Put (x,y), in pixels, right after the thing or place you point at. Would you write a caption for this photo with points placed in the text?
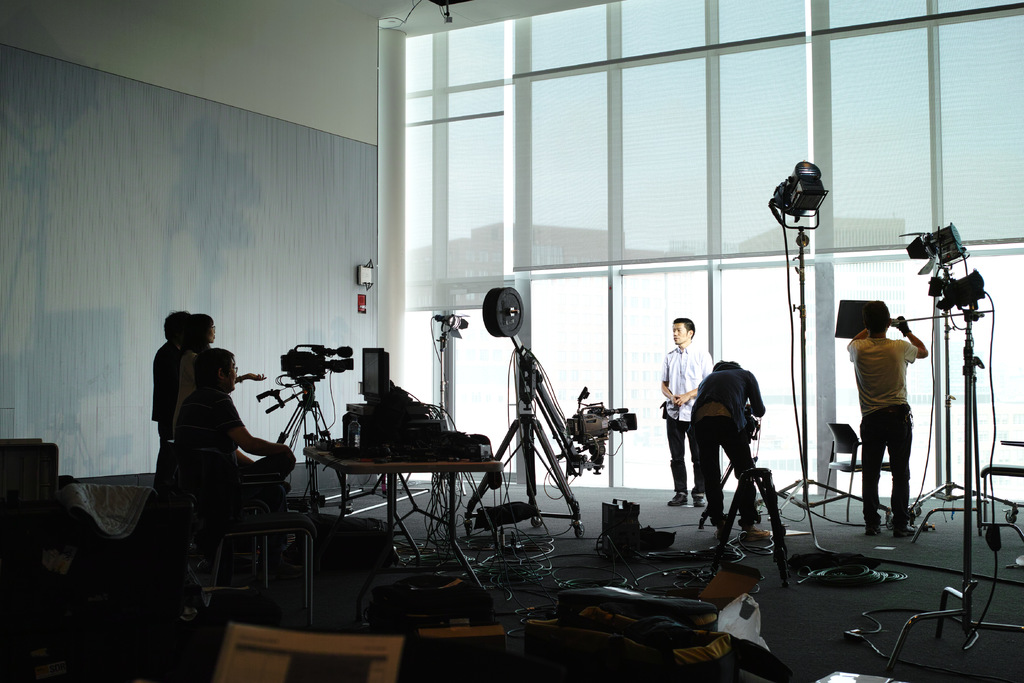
In this picture I can see few people (682,424) standing and I can see a man (247,438) seated and I can see a monitor (387,393) on the table (399,462) and few cameras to the stands (317,507) and I can see lights (919,245), looks like a movie shooting and from the glass (632,214) I can see buildings (583,251).
